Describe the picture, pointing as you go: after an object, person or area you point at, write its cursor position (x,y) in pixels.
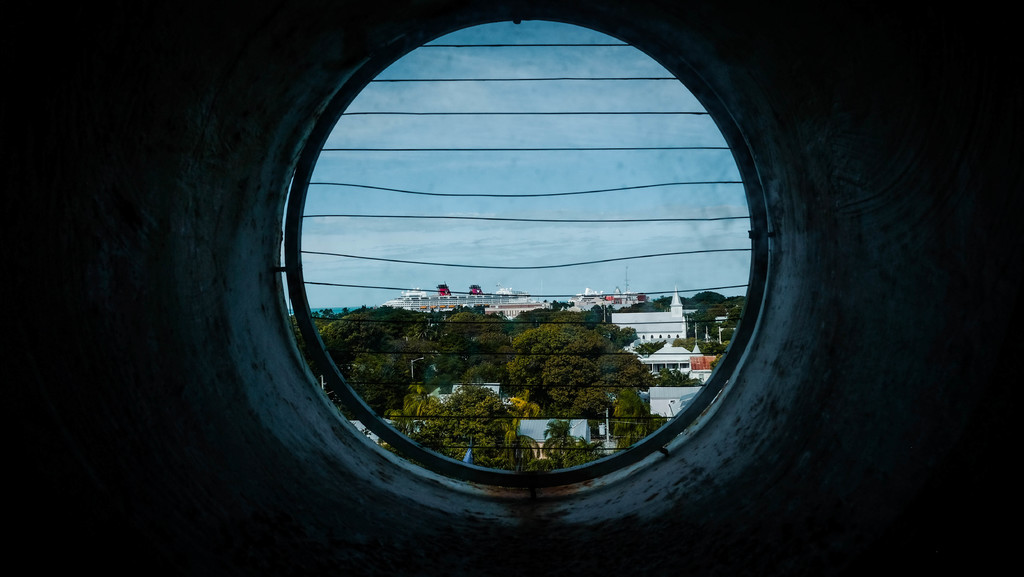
In this image we can see a hole (361,327) to a wall (703,422). We can also see some trees (566,318), buildings (683,323), poles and the sky (519,177) which looks cloudy.
